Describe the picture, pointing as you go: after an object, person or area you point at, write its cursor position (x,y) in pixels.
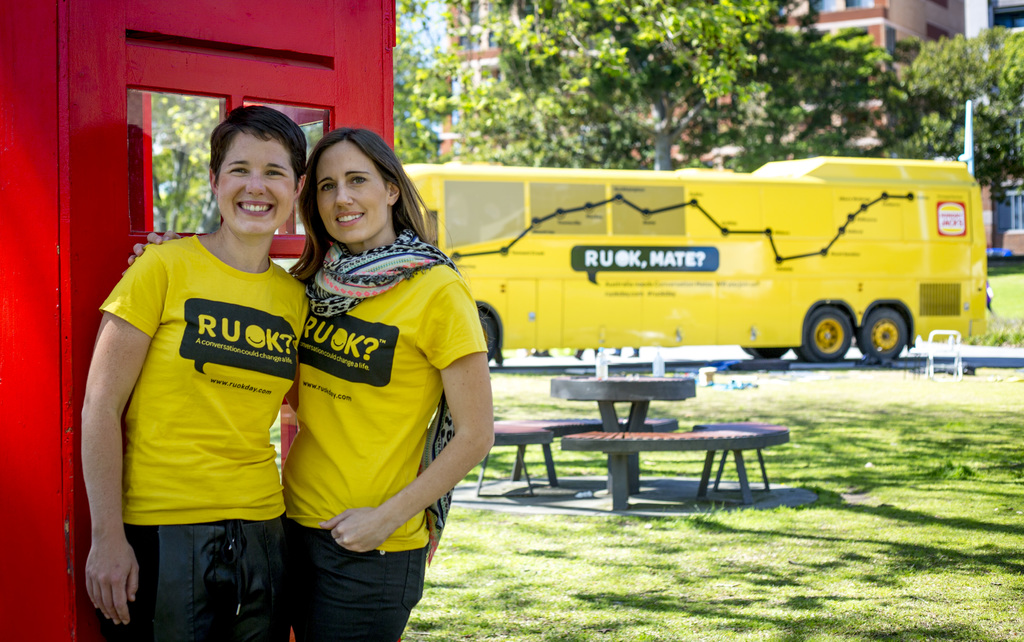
In this picture we can see two woman (406,298) wore same yellow color T-Shirts (285,351) and they are smiling and in background (280,20) we can see booth (321,21), bus (515,275), trees (651,94), building (918,36), table (568,387), chairs (649,447).
